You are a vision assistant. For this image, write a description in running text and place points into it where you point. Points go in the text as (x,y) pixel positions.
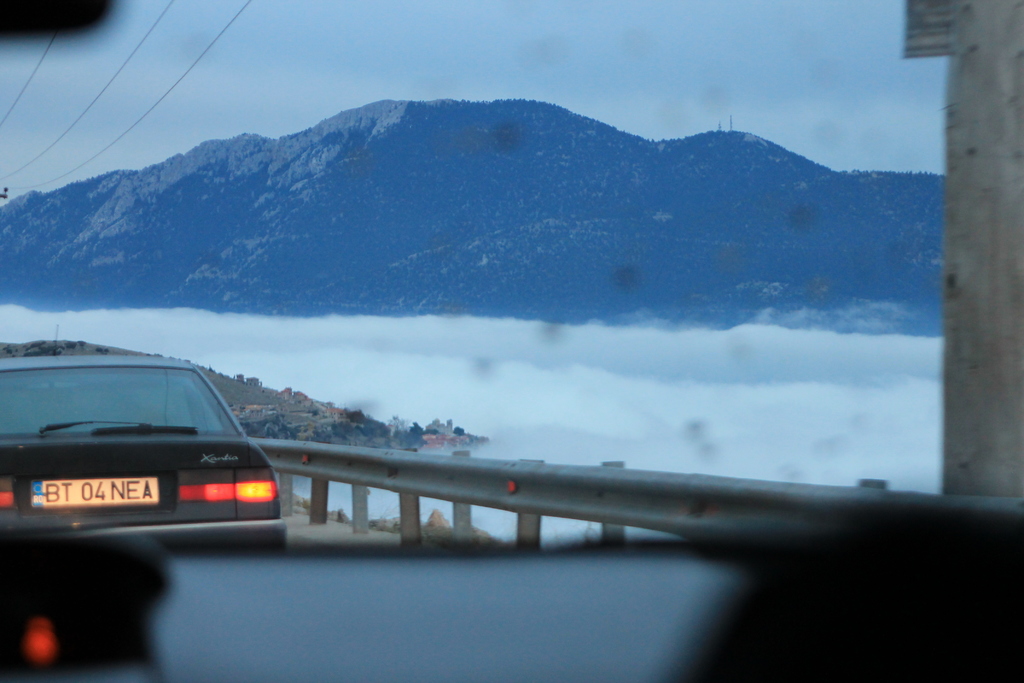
In this picture we can see a car (190,516), beside to the car (125,470) we can find fence (380,459), in the background (218,241) we can see few cables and hills (319,144).
